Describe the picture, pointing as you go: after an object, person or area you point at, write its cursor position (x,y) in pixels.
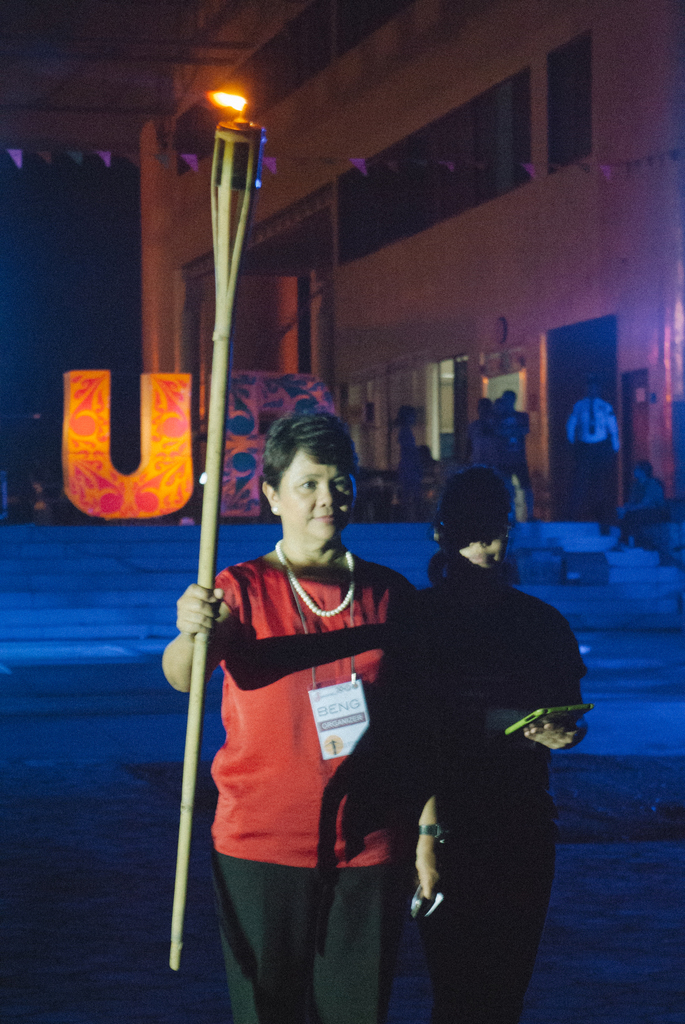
In this image there is a woman (282,917) holding a stick (257,161) having a fire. She is standing beside a person (487,707). He is holding an object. Behind them there are stairs (152,576). Right side (655,505) a person (642,494) is sitting on the floor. There are people (481,422) standing on the floor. There are objects (177,500) behind the stairs (63,566). Background (469,116) there is a building (391,278).
